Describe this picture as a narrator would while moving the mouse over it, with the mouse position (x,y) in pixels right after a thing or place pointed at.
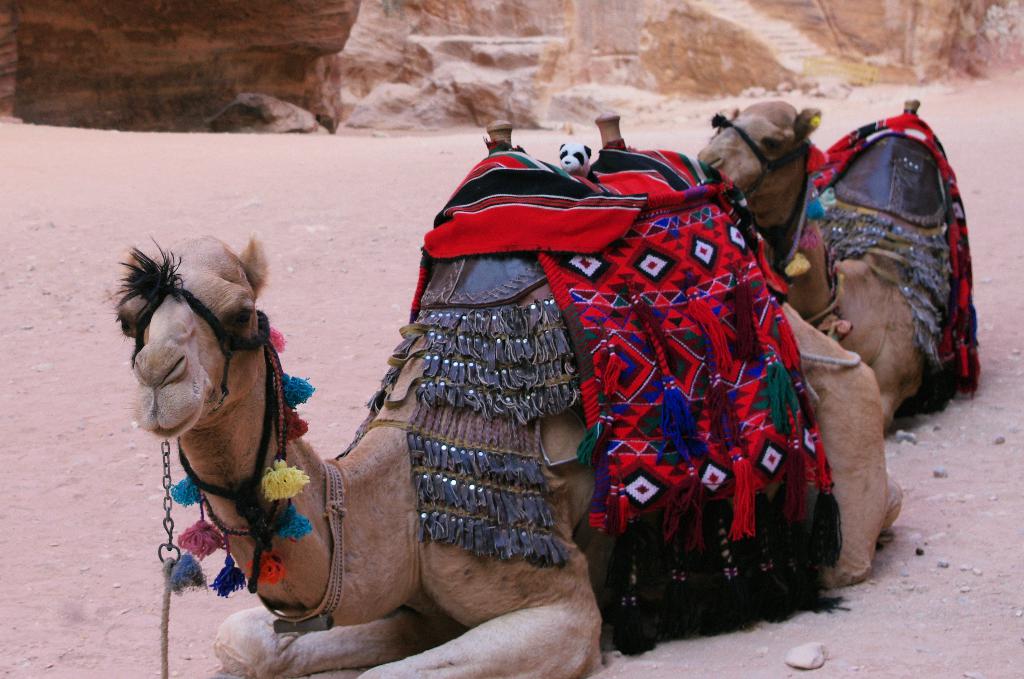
In the image there are two camels (706,331) laying on the land (874,595), there are colorful cloth (705,383) on its back (668,250), in the background (647,57) there are sand hills (521,52).
